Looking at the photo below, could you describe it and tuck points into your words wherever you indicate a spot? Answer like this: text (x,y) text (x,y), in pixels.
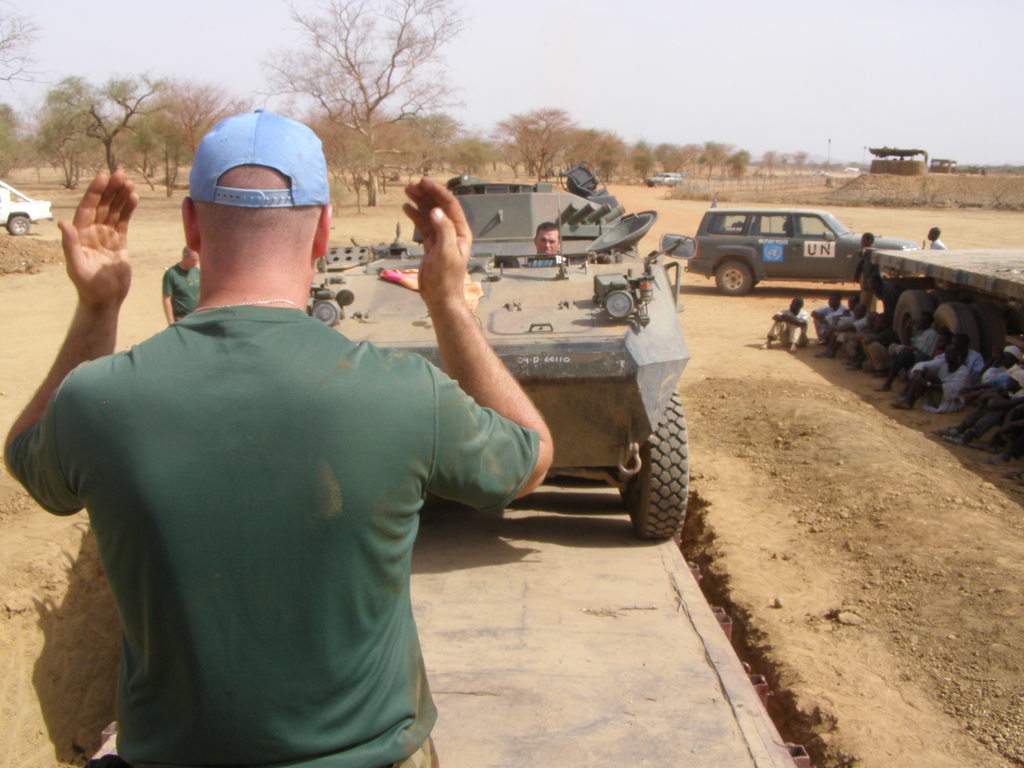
In the foreground of this picture (334,540), there is a man (326,532) standing in green T shirt (370,658) and in the background (564,379), there is a vehicle (550,287) like an object (539,270) is on the metal ramp (612,585) and also few persons (175,268) standing. On the right (877,344), there are persons (988,425) sitting on the ground (815,357) near a truck (939,294) and a car (785,246). On the left (49,209), there is a car (1,203) moving on the ground (34,178). In the background (130,143), there are trees (516,125), huts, a vehicle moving on the ground (921,188) and the sky (678,68).
